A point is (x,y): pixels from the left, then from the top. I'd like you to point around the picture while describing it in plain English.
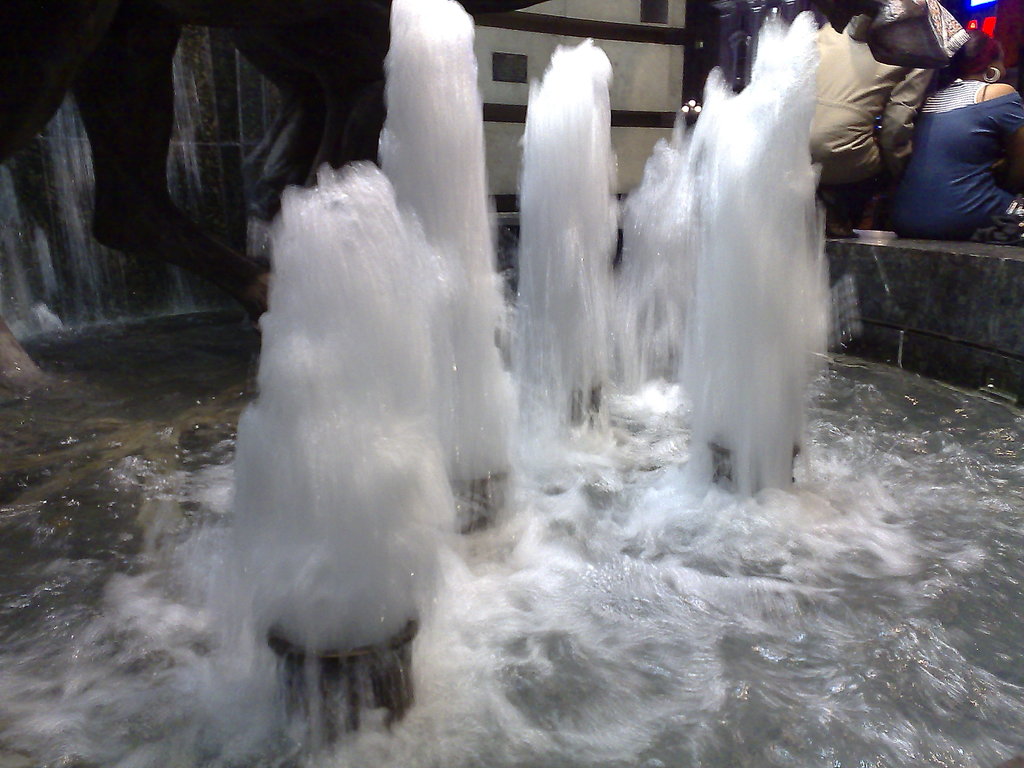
As we can see in the image there is water (491,603), wall (521,117) and two persons (915,90) sitting. The woman (947,229) sitting on the right side (996,131) is wearing blue color dress (972,136). The image is little dark.
